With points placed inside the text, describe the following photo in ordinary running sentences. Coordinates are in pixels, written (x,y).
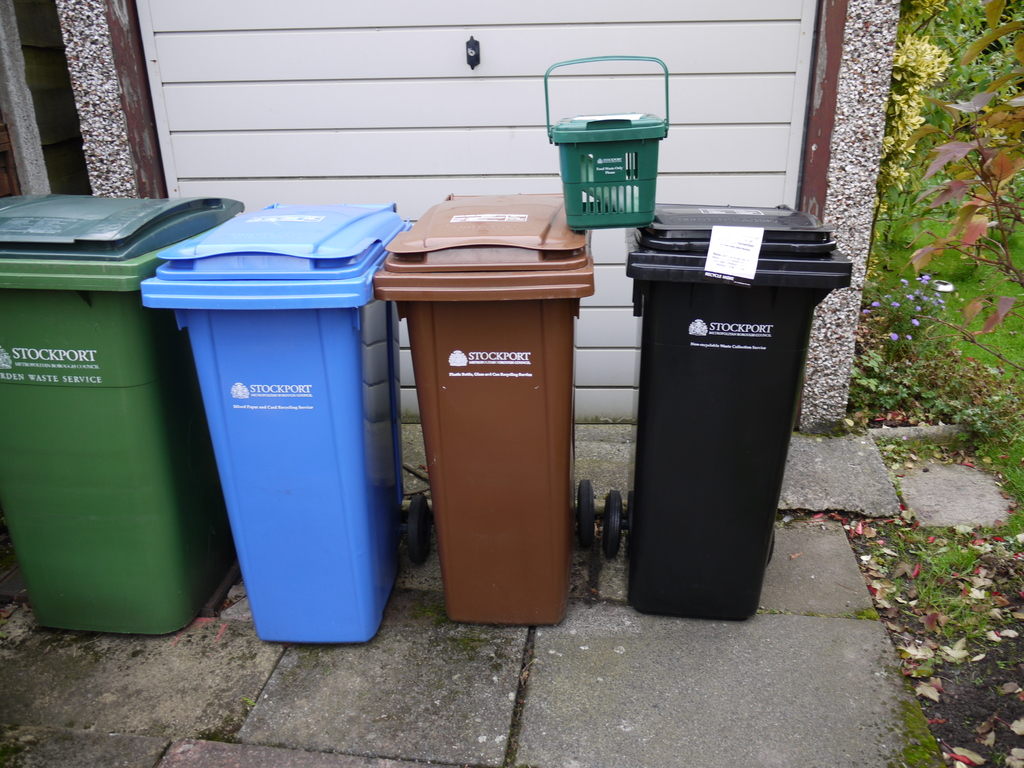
In this image, in the middle (577,260), we can see four boxes (650,391). In the middle of the image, we can see a basket (604,177). On the right side (1001,49), we can see some trees (980,144), plants (956,399) with flowers (912,298). In the background (140,62), we can see a wall (889,77). At the bottom (484,683), we can see a land (875,636) and a grass (941,557).
